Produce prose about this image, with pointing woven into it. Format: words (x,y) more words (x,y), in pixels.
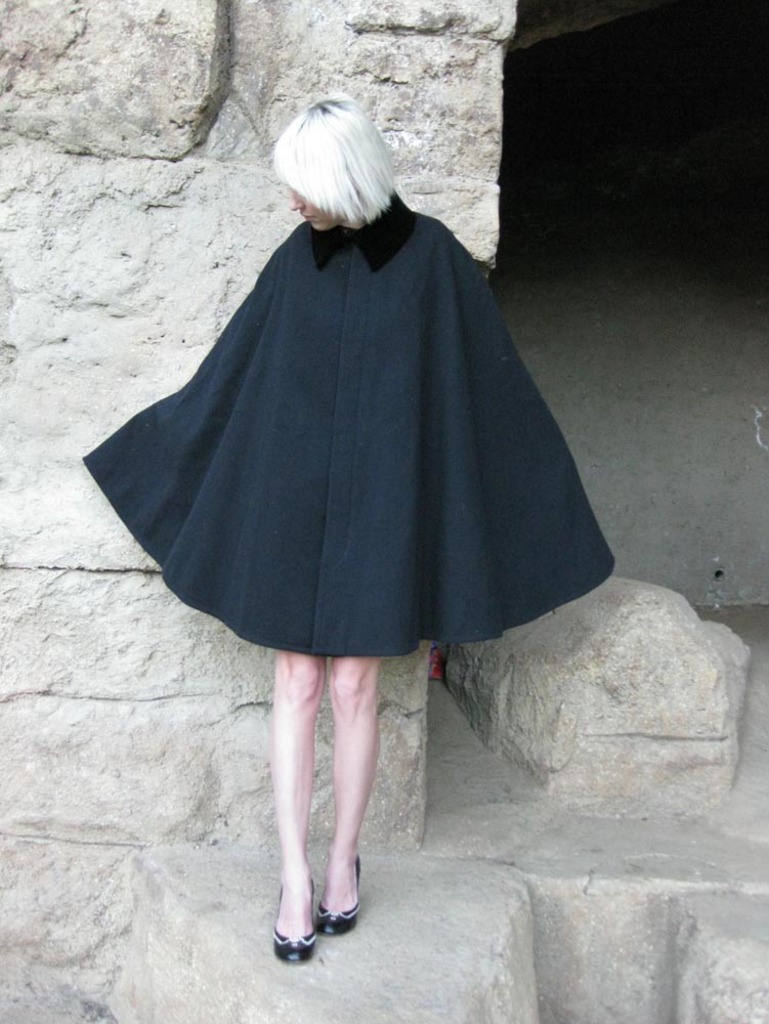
In the center of the picture (326,342) there is a woman (305,475) in black dress (329,321), behind her there is a wall (490,145).
